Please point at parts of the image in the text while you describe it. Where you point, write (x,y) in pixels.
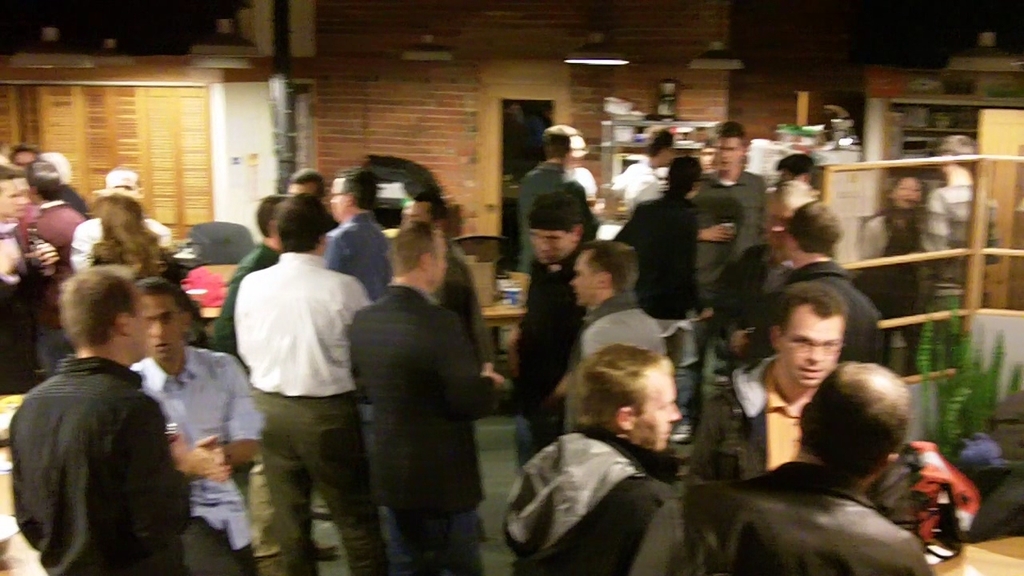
In this image there are a group of persons (576,335) standing, they are holding an object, there are objects (971,330) towards the right of the image (973,457), there is a wall (761,89) towards the top of the image (387,136), there are lights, there are shelves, there are objects (675,94) in the shelf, there is an object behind the person (451,311) that looks like a table (523,320), there are objects (481,269) on the table (510,319).
